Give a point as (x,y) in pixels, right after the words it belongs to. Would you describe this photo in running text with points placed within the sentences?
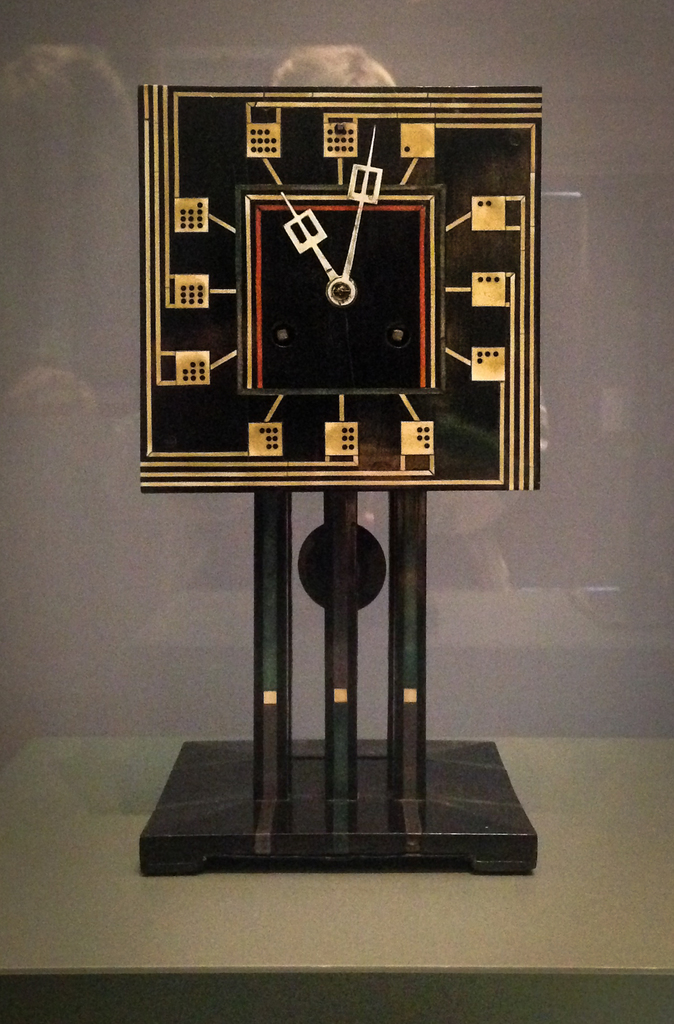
In this image there is a Charles Rennie Mackintosh clock (319,428).
